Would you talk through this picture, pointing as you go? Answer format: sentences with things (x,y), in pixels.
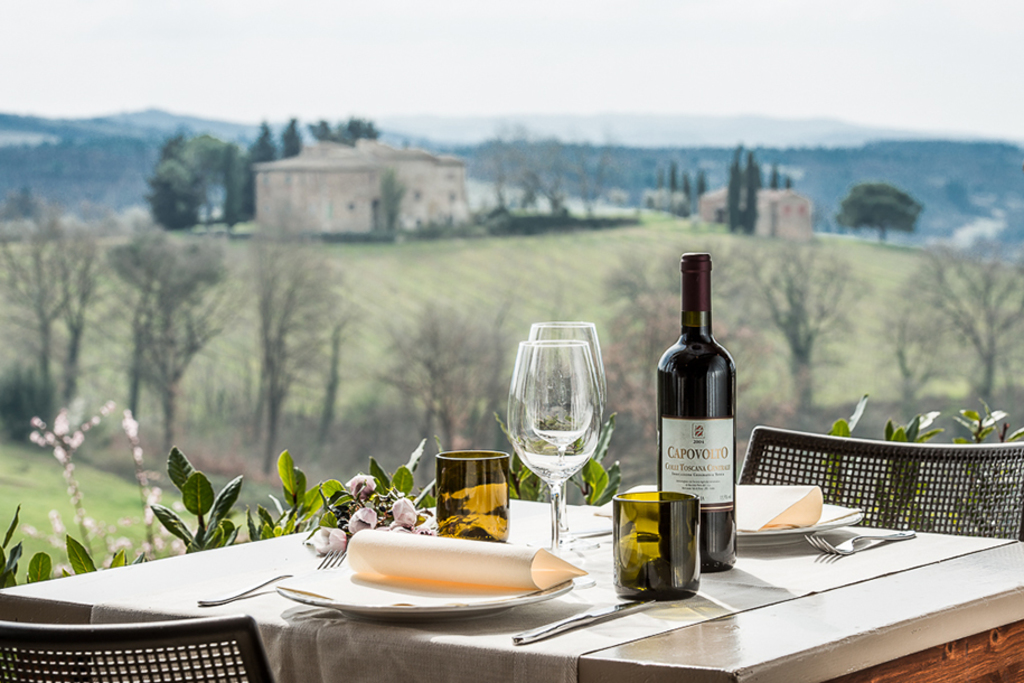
At the top (501,101) we can see sky (858,89), Hills (572,141) trees (610,174), houses (404,173) and grass (522,272). Here we can see bare trees (916,319). There is bottle (675,395), glass (576,448), mugs (631,522), plate (416,604), knife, forks (873,543) and a white cloth (794,569) and also flowers (394,499) on the table (790,615). These are chairs (181,667).
